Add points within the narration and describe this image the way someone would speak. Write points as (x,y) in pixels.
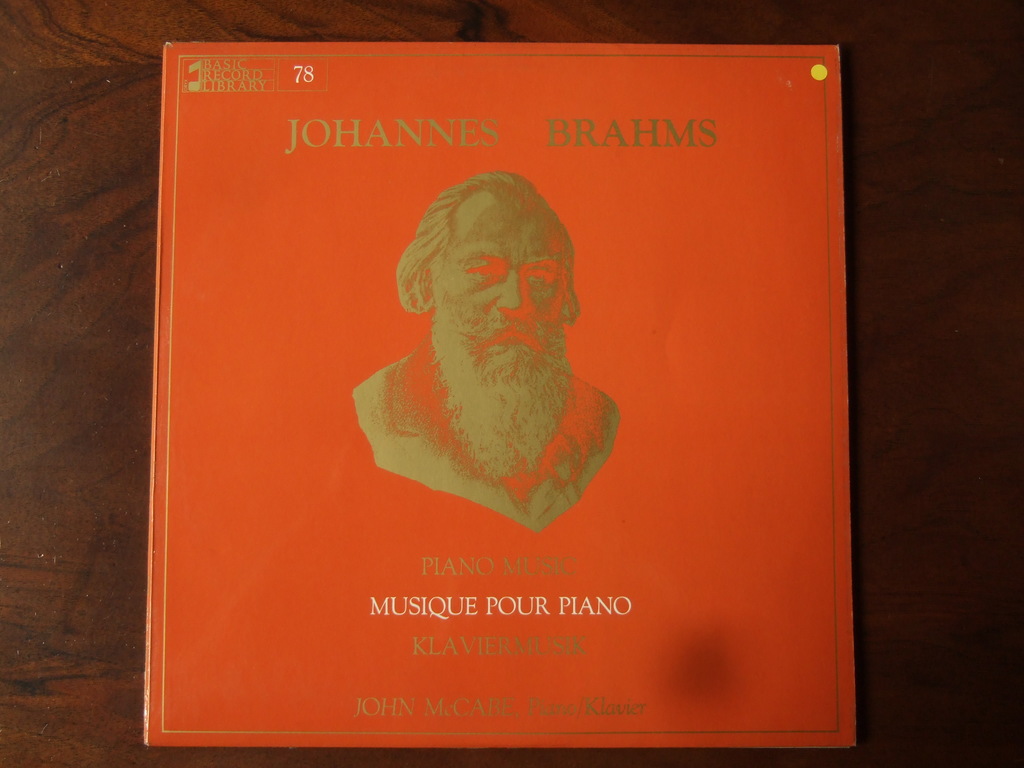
In the middle of the image (489,375) we can see a record cover (556,335), on the record cover (365,226) we can find some text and a man (516,408).
